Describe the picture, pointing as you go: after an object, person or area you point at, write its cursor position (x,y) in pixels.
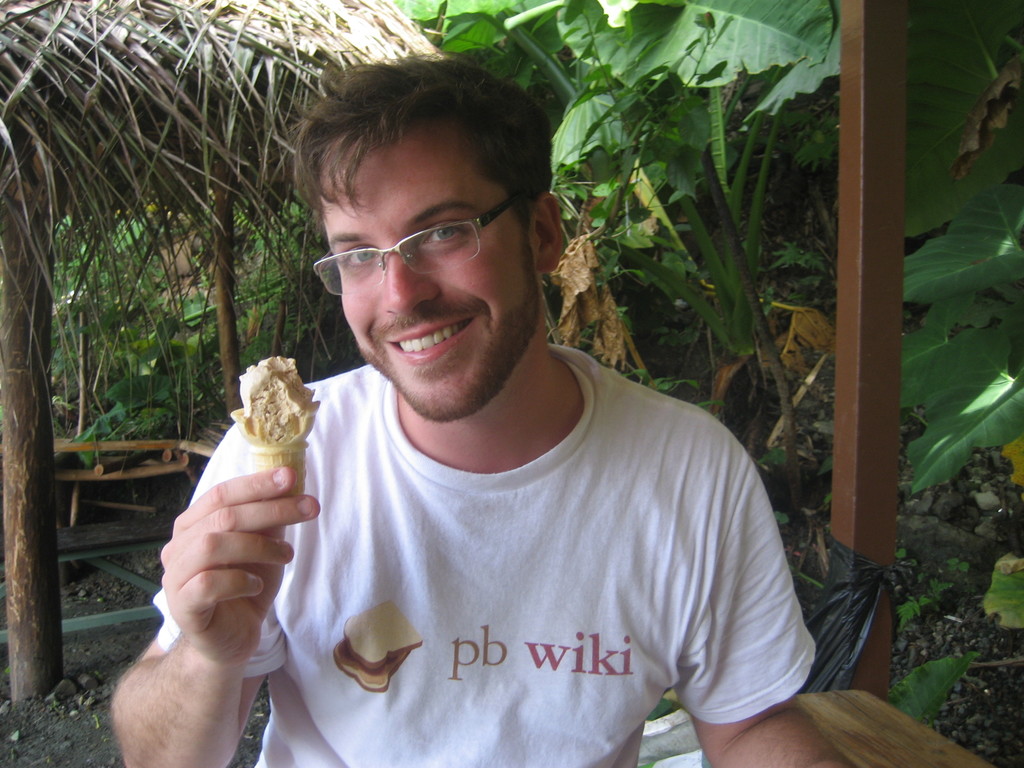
In this image I can see a man (525,543) and I can see he is holding an ice cream cone (285,451). I can see he is wearing specs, white t shirt (460,576) and on his t shirt (450,630) I can see something is written. I can also see smile (448,319) on his face (440,364) and in background (791,71) I can see few trees (128,365).
